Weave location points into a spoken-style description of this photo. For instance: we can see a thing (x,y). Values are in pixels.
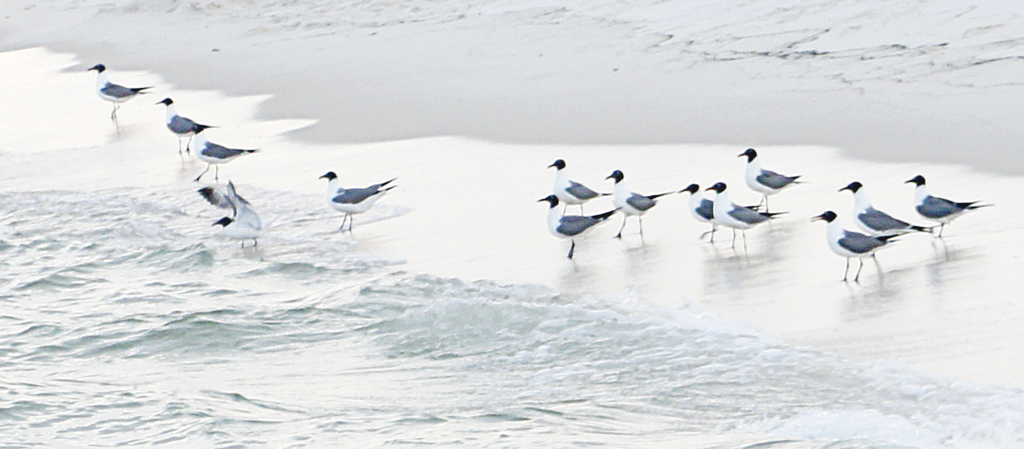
In this image we can see few birds (184,126) on the ground (590,165) and few birds (255,216) in the water (268,217).
